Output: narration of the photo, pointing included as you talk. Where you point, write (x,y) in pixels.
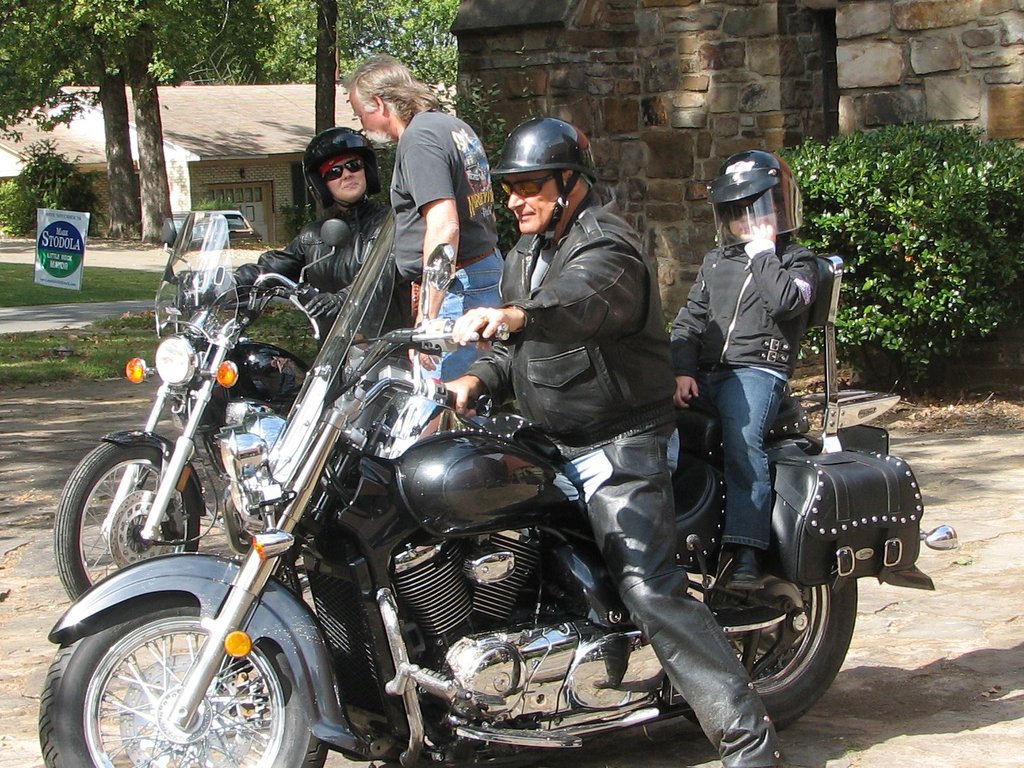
Here we can see four persons (585,392) and there are two bikes (497,511). This is grass (110,348) and there is a board (80,233). Here we can see plants (45,158), houses (57,145), and trees (407,10).
